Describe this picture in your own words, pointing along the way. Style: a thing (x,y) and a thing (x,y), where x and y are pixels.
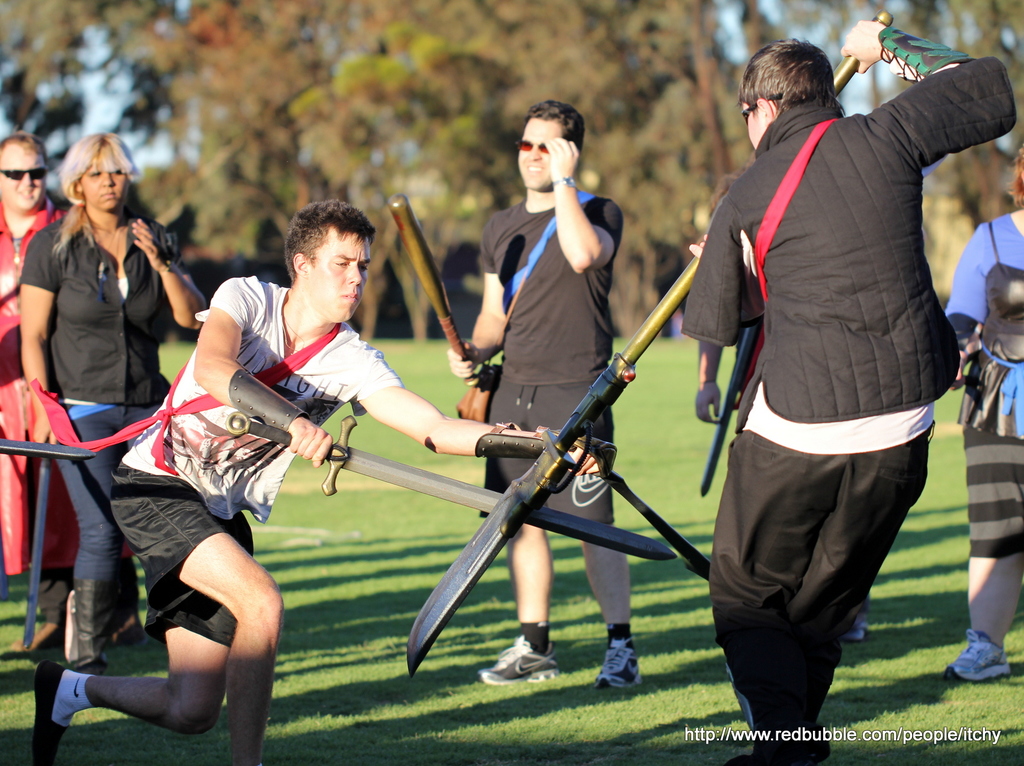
In this picture there are two persons (789,280) standing and holding the swords (469,581). At the back (27,359) there are group of people (100,375) standing and holding the objects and there are trees (651,117). At the top (839,47) there is sky (814,27). At the bottom (299,649) there is grass (384,644). At the bottom right (947,732) there is text (977,736).
